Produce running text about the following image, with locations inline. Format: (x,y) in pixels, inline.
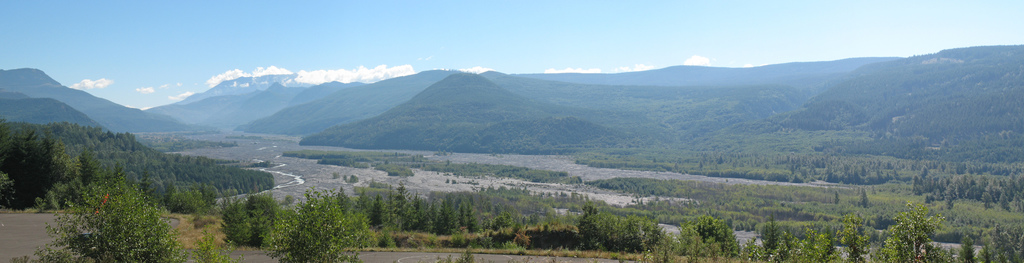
In this image, we can see trees (538,220), plants (591,236), grass (474,249) and roads (14,244). Background (344,138) we can see hills (745,106) and sky (561,29).
